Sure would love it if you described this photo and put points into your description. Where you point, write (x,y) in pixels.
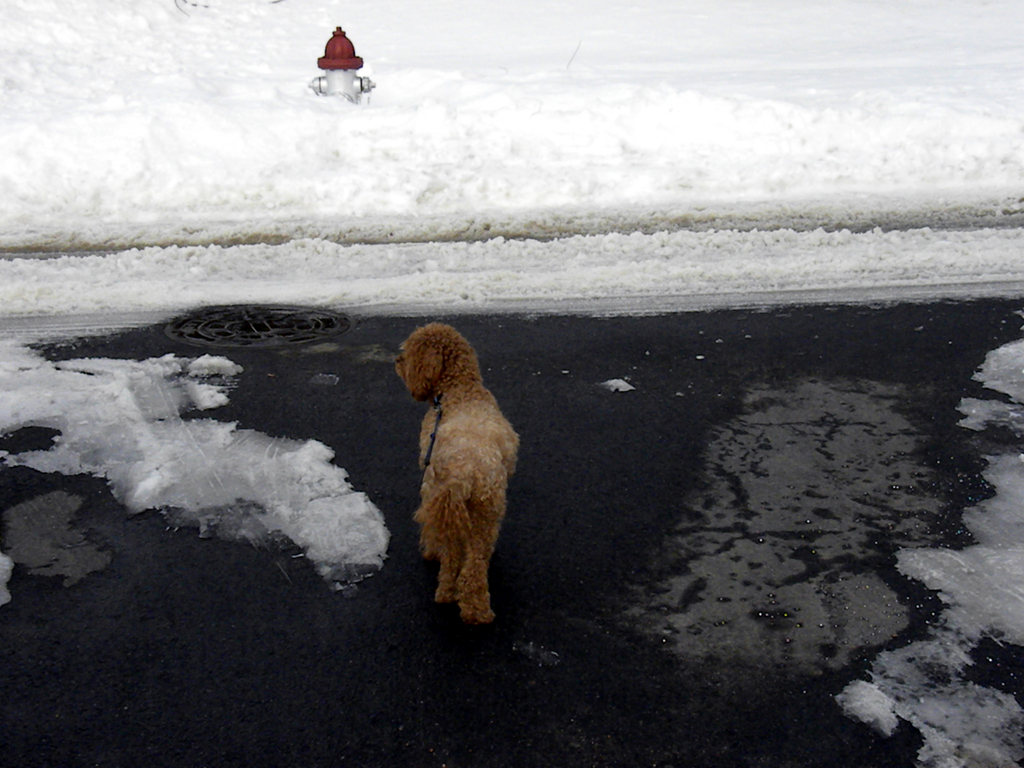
In this picture I can see a dog (451,463) in front (460,449), which is of brown and white color and it is on the black and white color surface (530,522). In the background (220,30) I can see the snow (734,76) and I can see a fire hydrant (359,61) in the middle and it is of white and red color.
